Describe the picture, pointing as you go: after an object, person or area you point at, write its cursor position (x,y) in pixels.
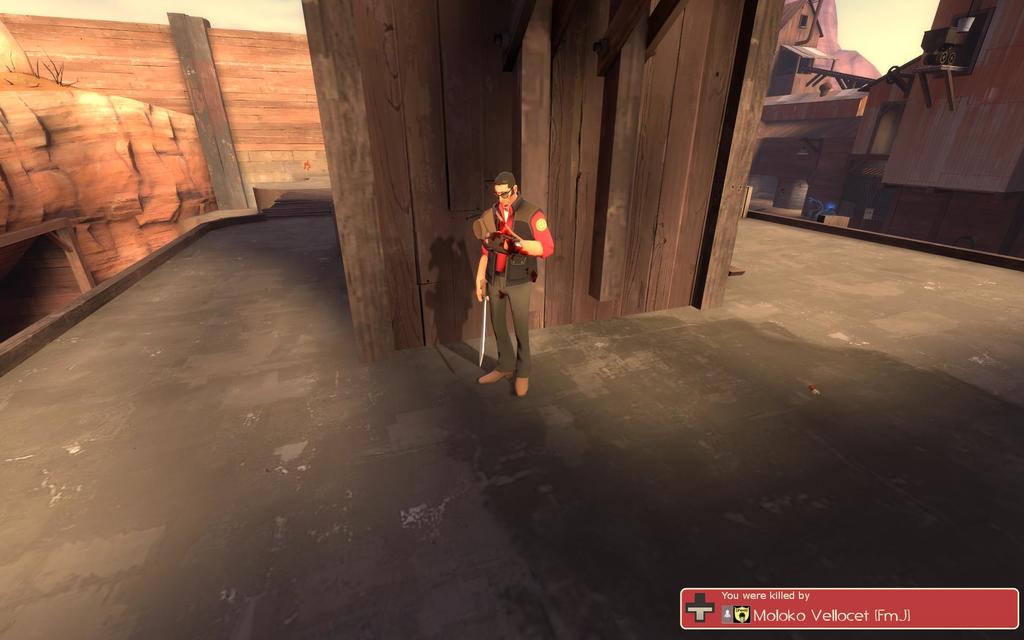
In this image we can see an animated picture of a person (505,294) holding a sword (488,292) in his hand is standing on the ground (570,415). In the background (863,101), we can see a group of buildings (855,99) with windows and roofs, mountains (137,171), some wood pieces (224,142) and the sky (921,34). At the bottom of the image (863,612) we can see some text (880,612).
